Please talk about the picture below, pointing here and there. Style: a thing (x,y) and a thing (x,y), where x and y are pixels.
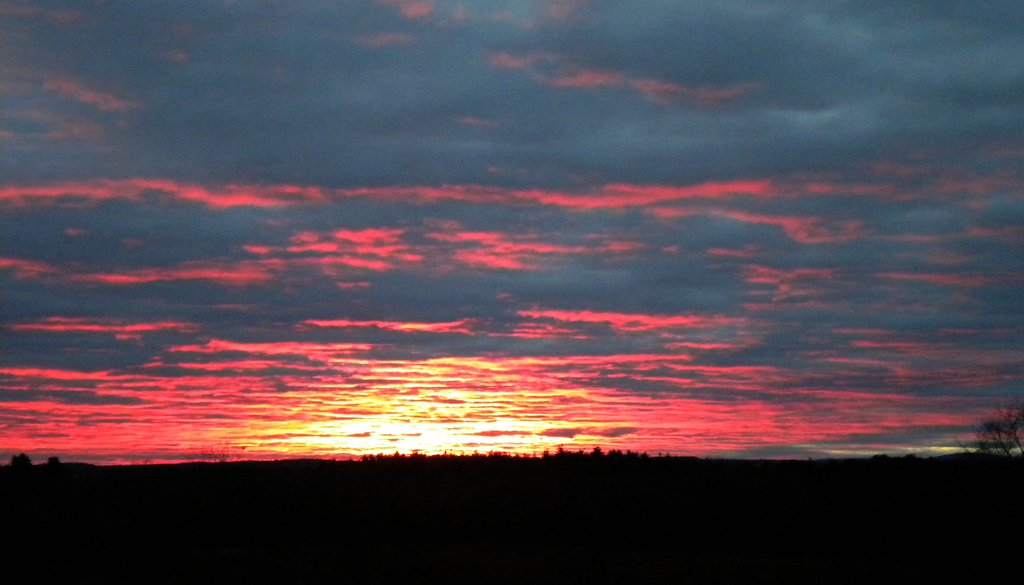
In this picture we can see sky (856,309) and clouds (710,276). In the background (531,475) we can see many trees (524,461). Here we can see orange colored sky (447,425).
